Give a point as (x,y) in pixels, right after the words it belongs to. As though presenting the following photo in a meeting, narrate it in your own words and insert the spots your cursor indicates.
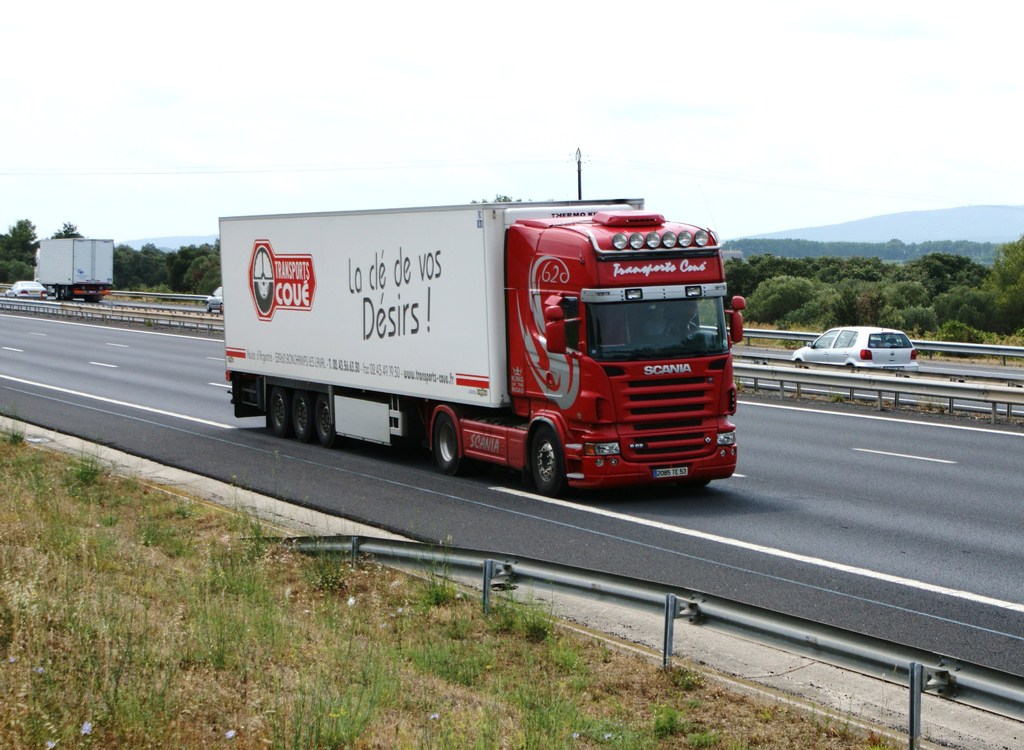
This image is taken outdoors. At the bottom of the image (331,642) there is a ground (203,626) with grass (204,648) on it and there is a road (107,382). In the middle of the image (536,379) a truck (503,332) is moving on the road (937,543). In the background (56,243) a few vehicles (80,255) are moving on the road (906,430) and there is a railing (86,312). There are many trees (812,260) and a hill (853,229). At the top of the image (237,148) there is a sky (313,130).
